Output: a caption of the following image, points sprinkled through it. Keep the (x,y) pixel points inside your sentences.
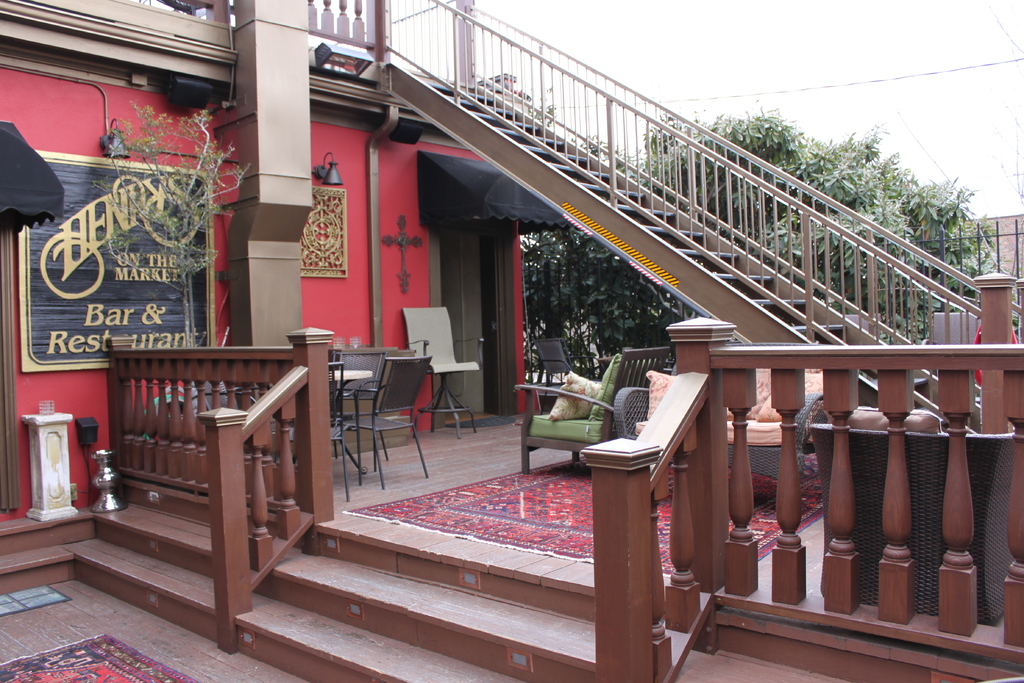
In this image we can see stairs (537,639), trees (165,185), name board (87,317), frame (319,240), lights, sofa (619,370) and table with chairs (402,371) and also carpets (468,523). I can also see a black color fence (1017,247).
